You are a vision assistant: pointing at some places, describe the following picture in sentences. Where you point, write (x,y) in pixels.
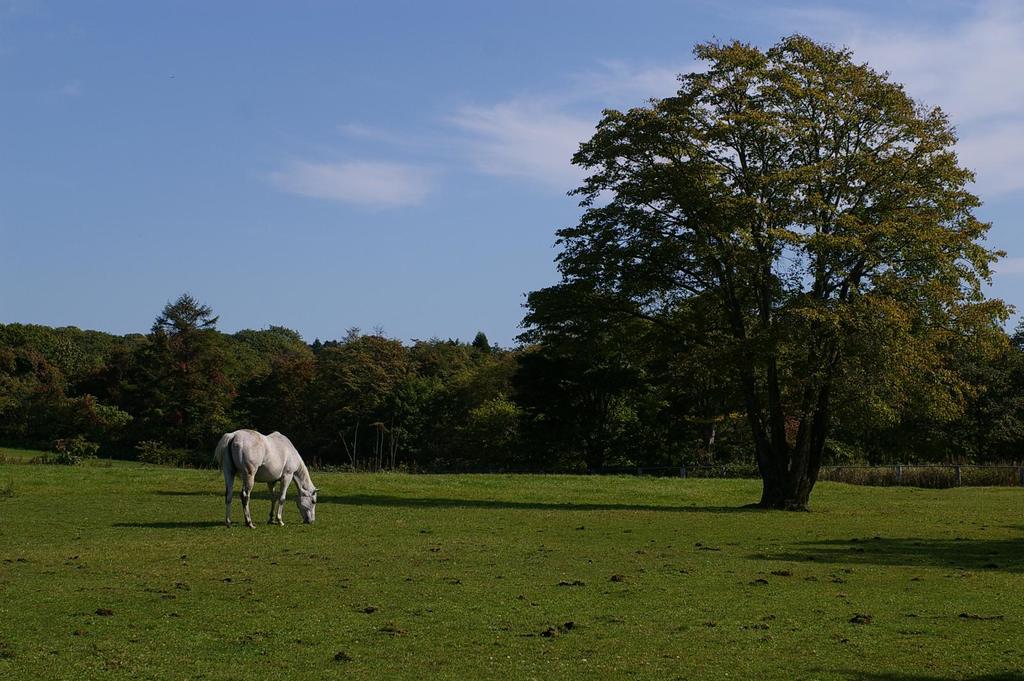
In the image there is a horse (245,481) standing on the ground (545,560). On the ground (570,560) there is grass (618,574) and also there is a tree (706,265). In the background (561,392) there are trees (592,360). At the top of the image (645,69) there is sky (468,76) with clouds (902,63).
